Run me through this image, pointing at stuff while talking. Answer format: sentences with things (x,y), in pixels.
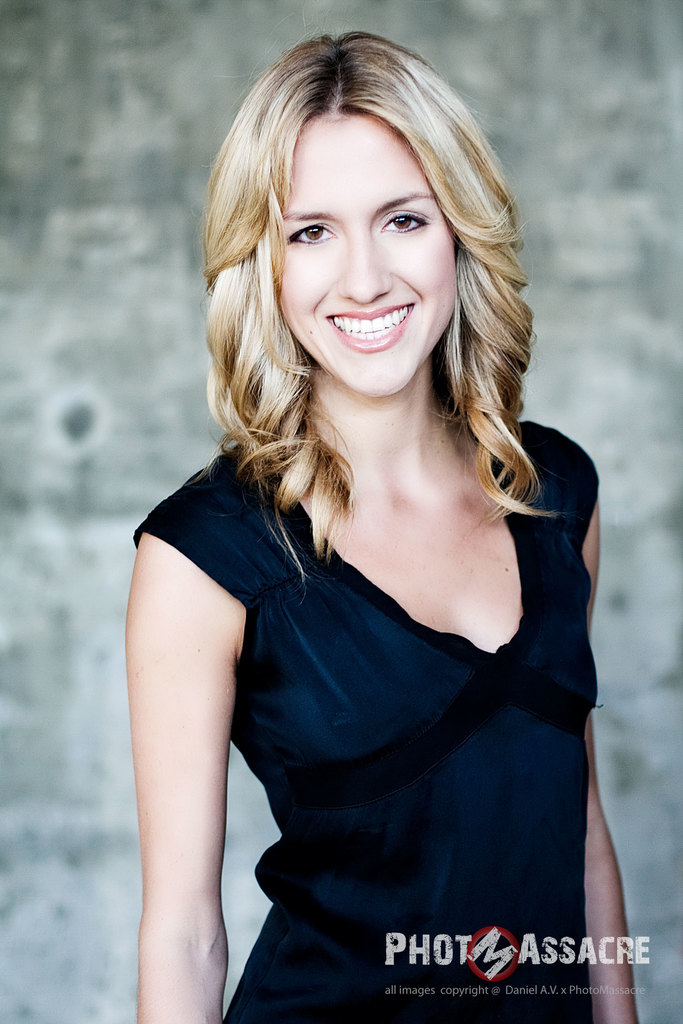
In front of the picture, we see the woman (378,461) in the black dress (354,756) is stunning. She is smiling and she might be posing for the photo. In the background (115,340), it looks like a wall (186,239). This might be an edited image.
